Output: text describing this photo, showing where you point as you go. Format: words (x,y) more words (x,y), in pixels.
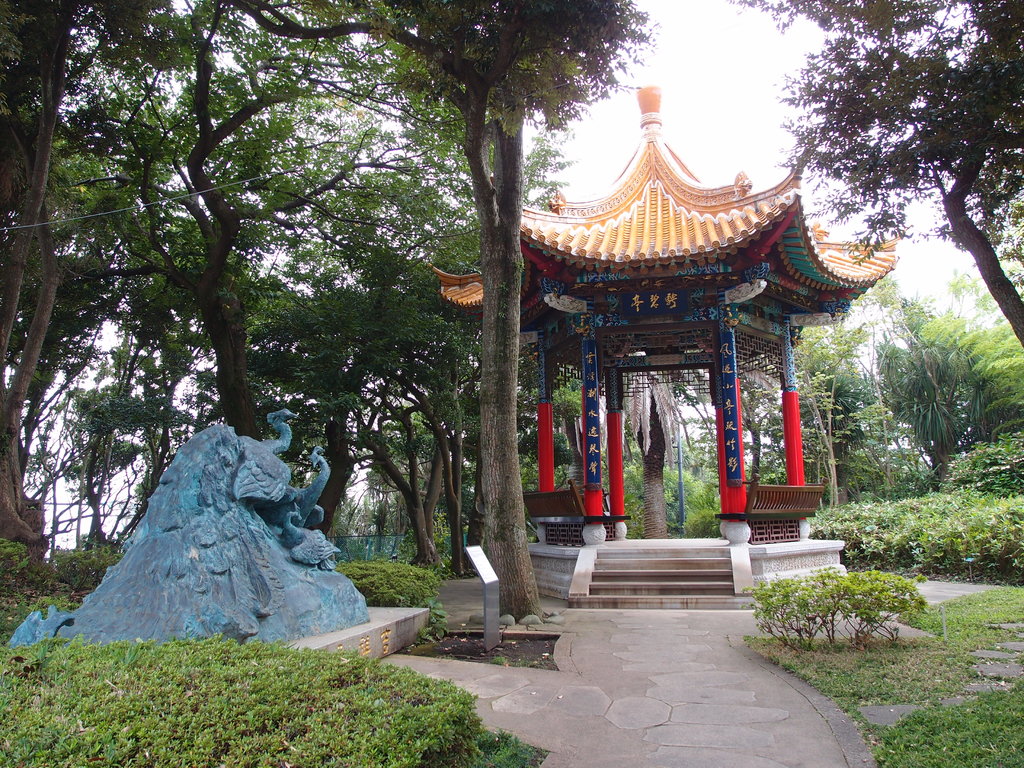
In this image we can see plants (305,674) on the ground (413,656), statues (243,495) and a metal object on the left side (205,514). In the background (242,421) we can see gazebo (726,490), trees (645,436), objects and the sky (711,2).
